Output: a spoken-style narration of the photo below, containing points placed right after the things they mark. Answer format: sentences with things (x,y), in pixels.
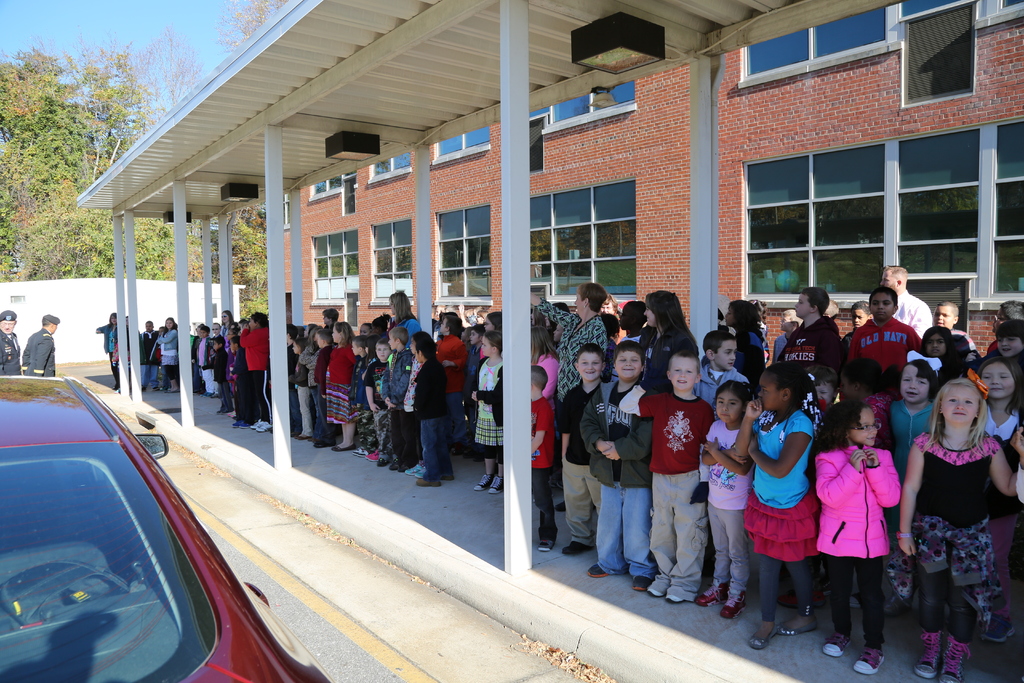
In this image, I can see groups of people (315,344) and children (650,435) standing. These are the lights (342,138) attached to the roof (319,117). I can see the pillars (516,357). This is the building (854,153) with windows (864,197). These are the trees (77,269). This is a car (203,559).
